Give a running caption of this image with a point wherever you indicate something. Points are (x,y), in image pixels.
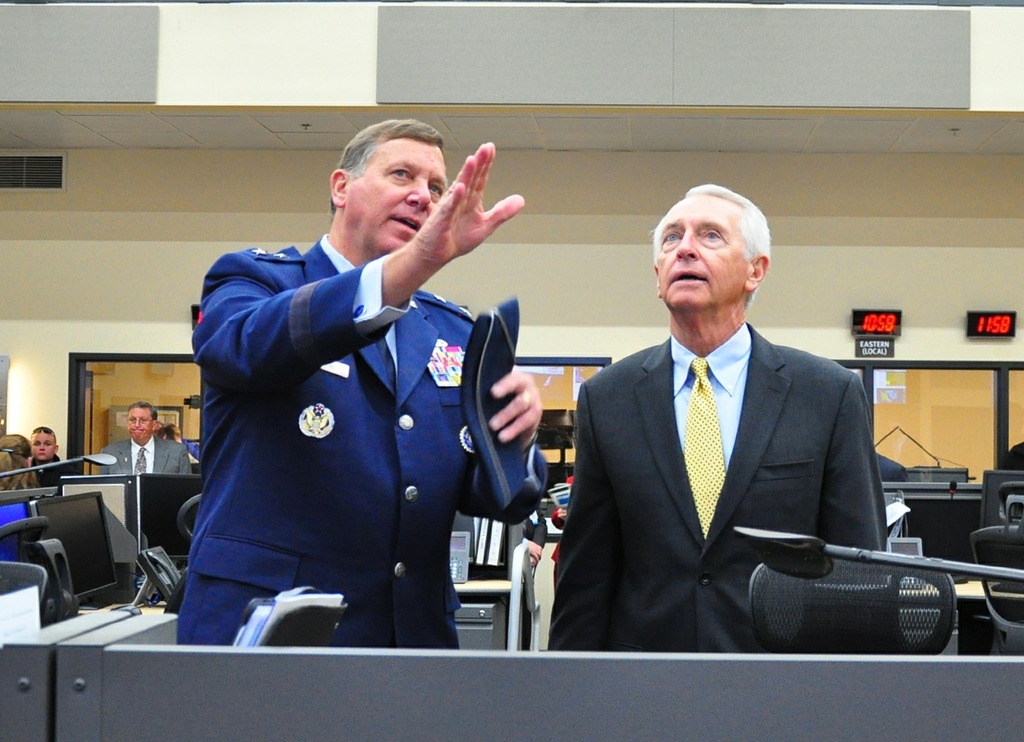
This image consists of two men (656,439) standing in the front (798,516). And we can see many chairs (536,616) and computers (12,515) in this image. On the right (818,414), the man (805,488) is wearing a black suit (708,586). On the left (312,573), the man (367,513) is wearing a blue coat (290,532). In the background (145,421), there are three persons (145,421). On the right (879,333), we can see digital clocks (855,331) on the wall (839,305). In the background (838,215), there is a wall (594,222) along with doors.
